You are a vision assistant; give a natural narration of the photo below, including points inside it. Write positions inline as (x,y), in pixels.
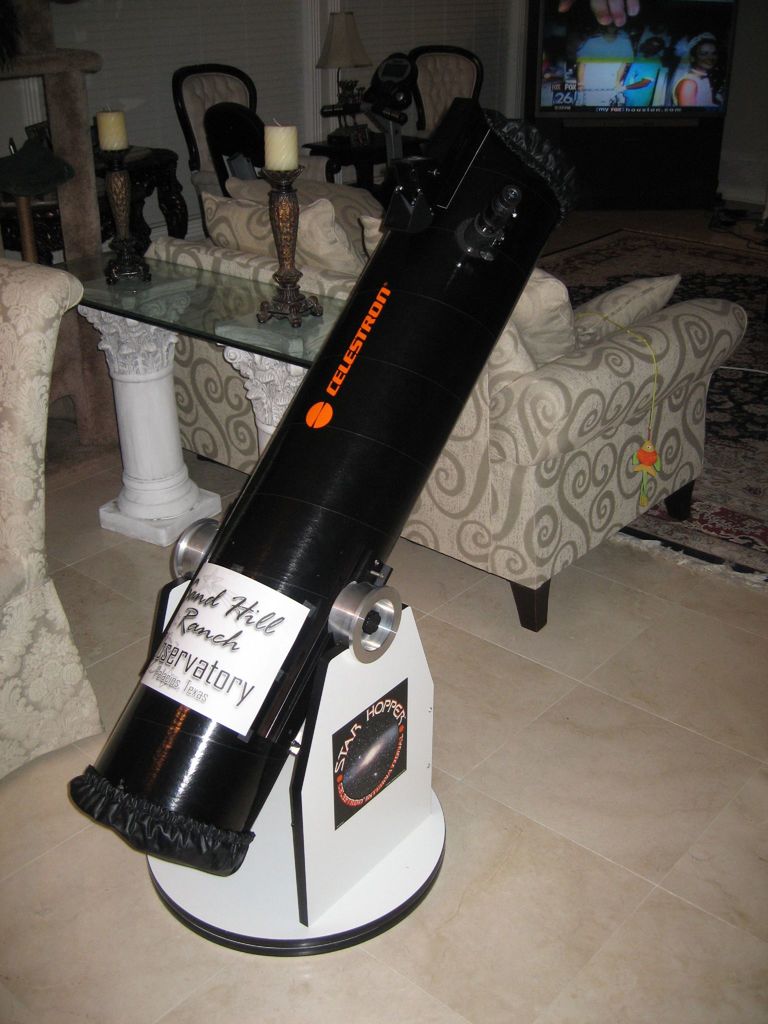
There are sofas (537,382), these are candles (281,163) and chairs (457,91), this is an object (342,592), this is floor (569,842) and a glass (216,318).
